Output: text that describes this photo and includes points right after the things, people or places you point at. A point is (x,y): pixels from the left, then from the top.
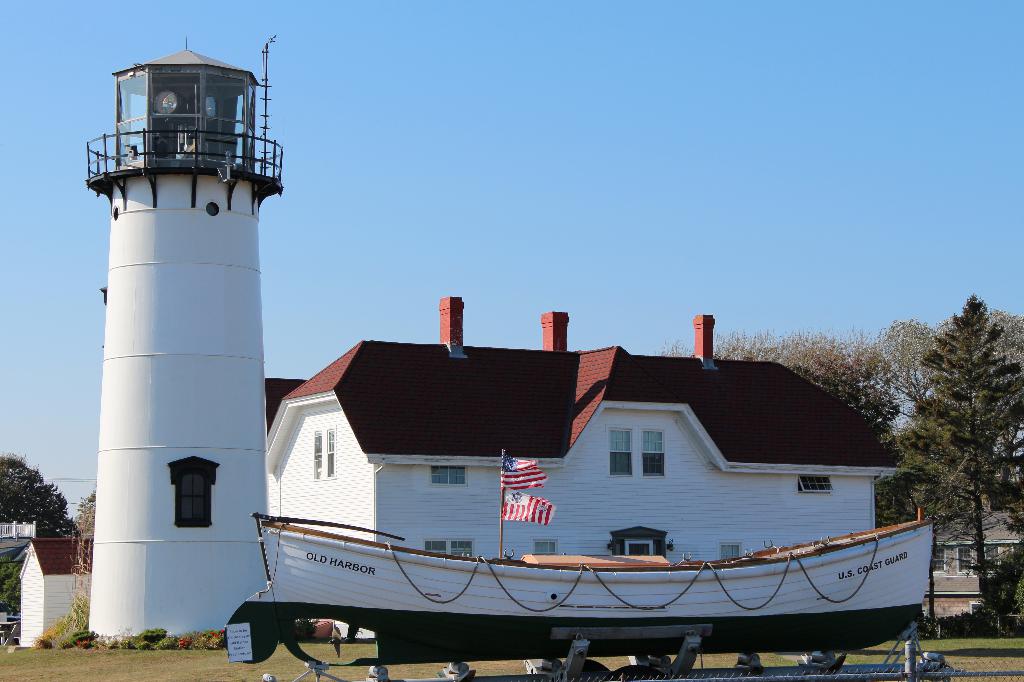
As we can see in the image there is a white color wall (449,524), red color roof top (436,394), banner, grass (55,672) and trees (52,520). On the top (502,129) there is sky (570,139).
